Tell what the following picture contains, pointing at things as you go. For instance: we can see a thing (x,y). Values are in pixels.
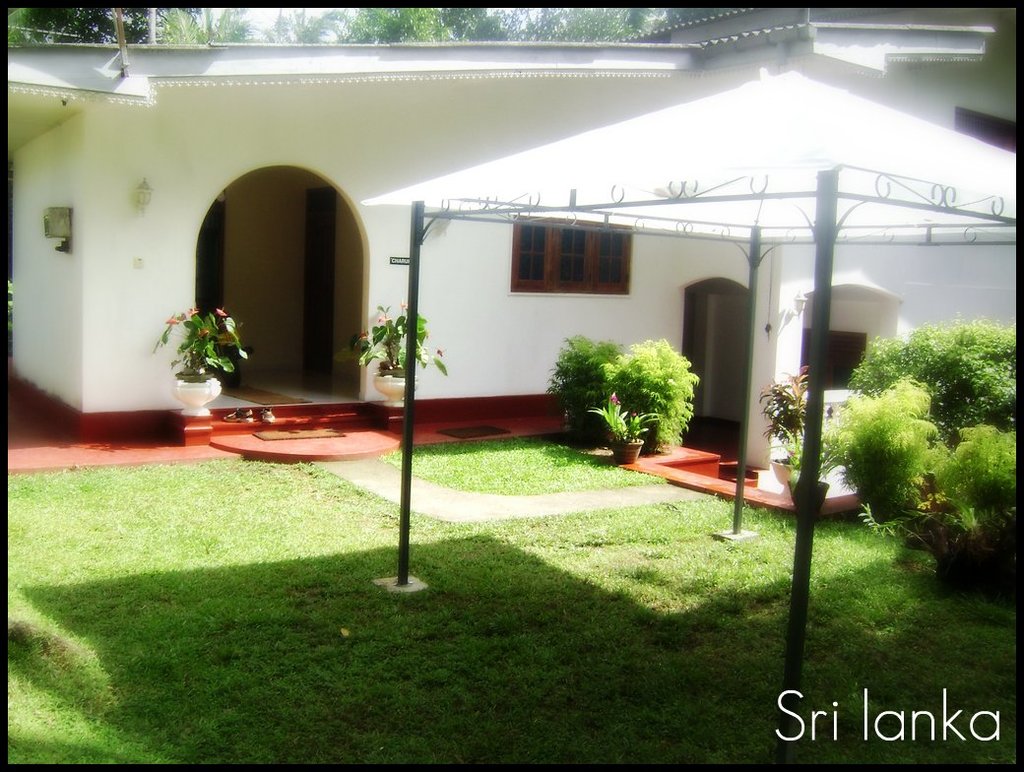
In this picture I can see plant pots (191,388). I can see the plant vase (211,385). I can see tent (740,516) on the right side (693,201). I can see the house (486,320). I can see glass windows (537,267). I can see trees (375,17) in the background (362,12). I can see green grass (449,455).
